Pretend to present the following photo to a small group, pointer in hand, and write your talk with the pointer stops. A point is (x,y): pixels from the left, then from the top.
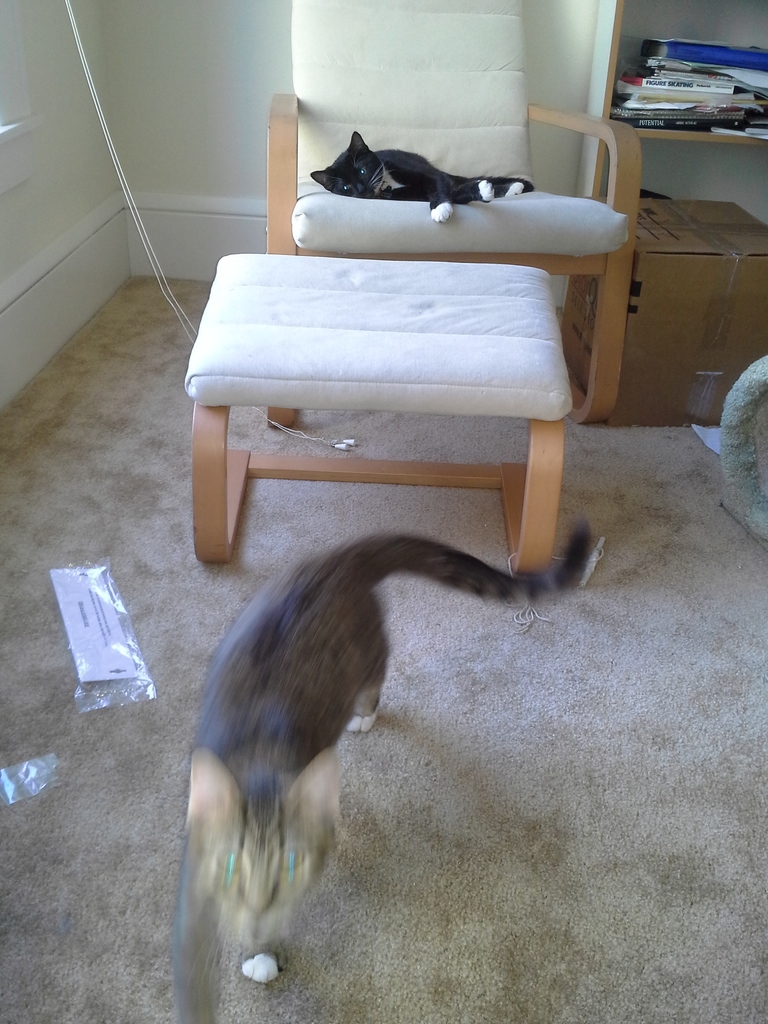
This is a picture taken in a room (176,704). In the foreground of the picture (279,716) there is a cat (329,601). In the background of the center there is a couch (402,251), in the couch (418,218) there is a cat (442,194) sitting. On the top right (716,18) there is a closet (683,155), in the closet (713,36) there are books (694,84) and a box (654,285). To the left (133,87) there is a wall (88,222) floor (130,589) is covered with mat (124,591).
